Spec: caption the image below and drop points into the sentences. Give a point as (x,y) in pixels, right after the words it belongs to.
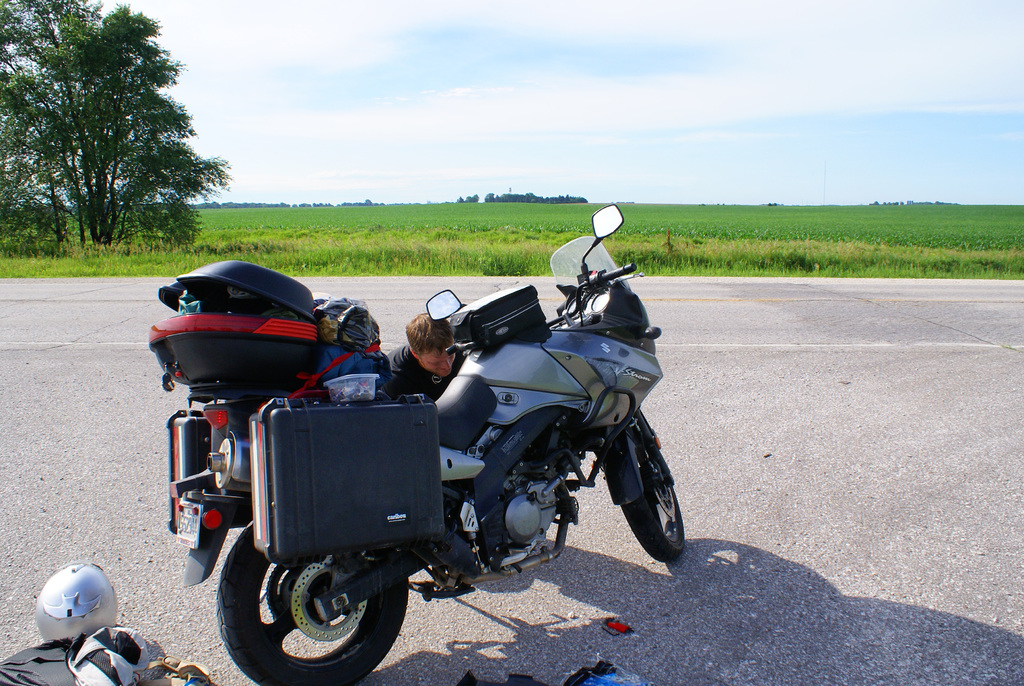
In the foreground of this picture (425,478), there is a bike (532,431), on the bike (228,431) there are two suitcases (360,450), basket (300,306) and bags (372,337) are tied to it. There is also a black bag (525,326) on the tank (524,345). There is a man (445,359) behind the bike (495,357). In the background (883,237), there is the road (797,335), greenery (742,221), trees (463,199), the sky (349,120) and the cloud (505,113).
